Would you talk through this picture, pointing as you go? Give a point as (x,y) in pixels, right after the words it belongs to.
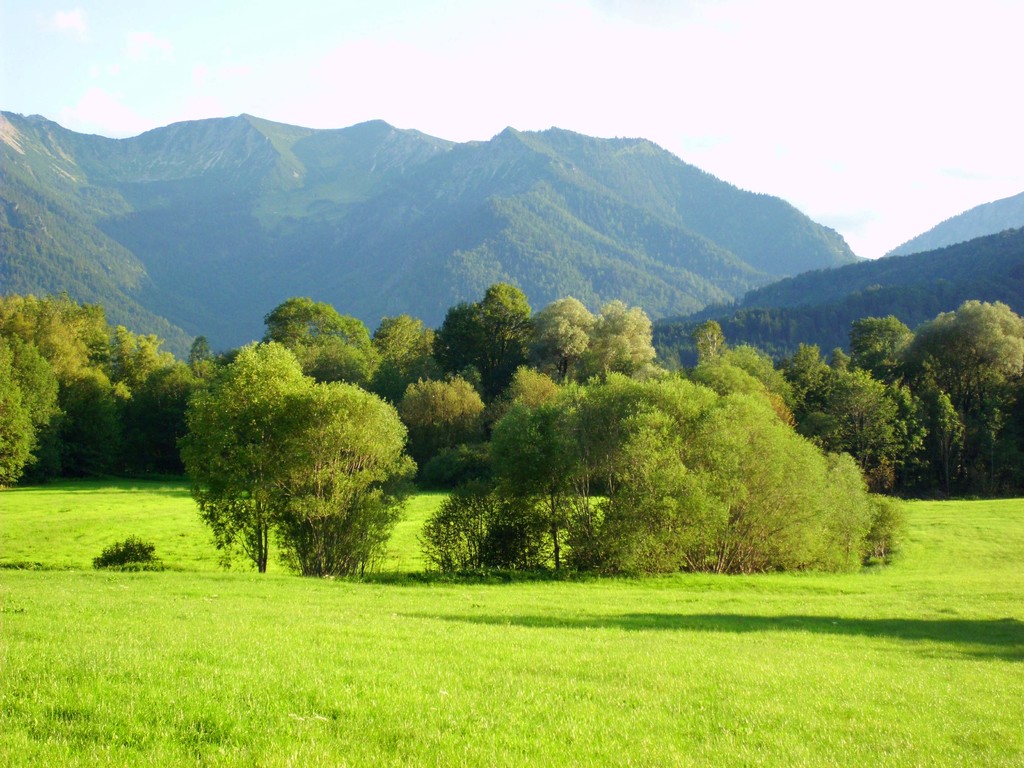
This image consists of many trees (634,427). At the bottom (481,707), there is green grass (538,626). In the background (565,254), there are mountains (547,262). At the top (494,3), there is sky (568,27).
